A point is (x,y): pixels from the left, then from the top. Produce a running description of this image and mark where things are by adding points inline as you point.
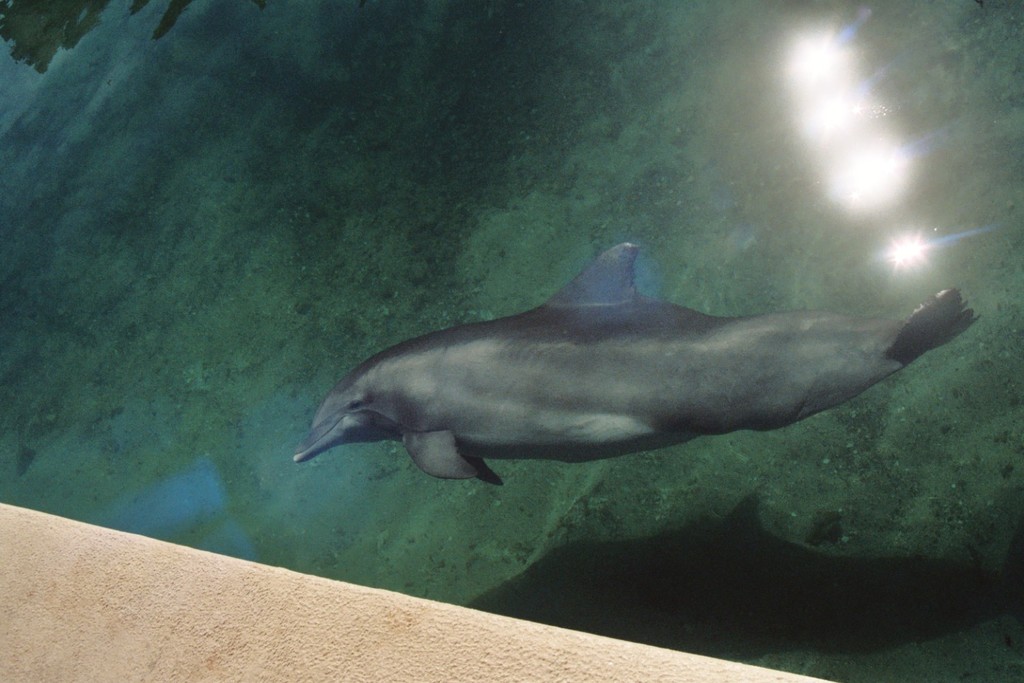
In this picture I can observe dolphin (507,366) swimming in the water (233,273). In the background (252,251) I can observe water (287,199).
